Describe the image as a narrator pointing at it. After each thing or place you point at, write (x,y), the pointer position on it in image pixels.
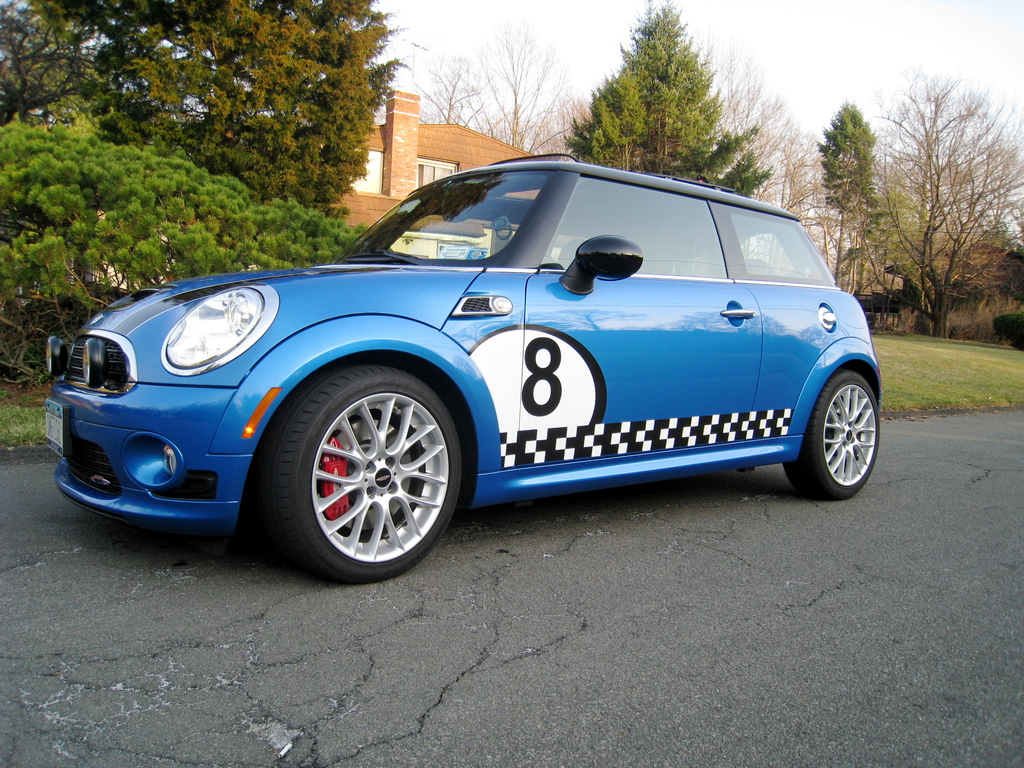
In this picture I can see a car (418,428) on the road (562,646) and I can see trees (667,75), building (437,155) and a cloudy sky (889,12). I can see grass (6,426) on the ground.
